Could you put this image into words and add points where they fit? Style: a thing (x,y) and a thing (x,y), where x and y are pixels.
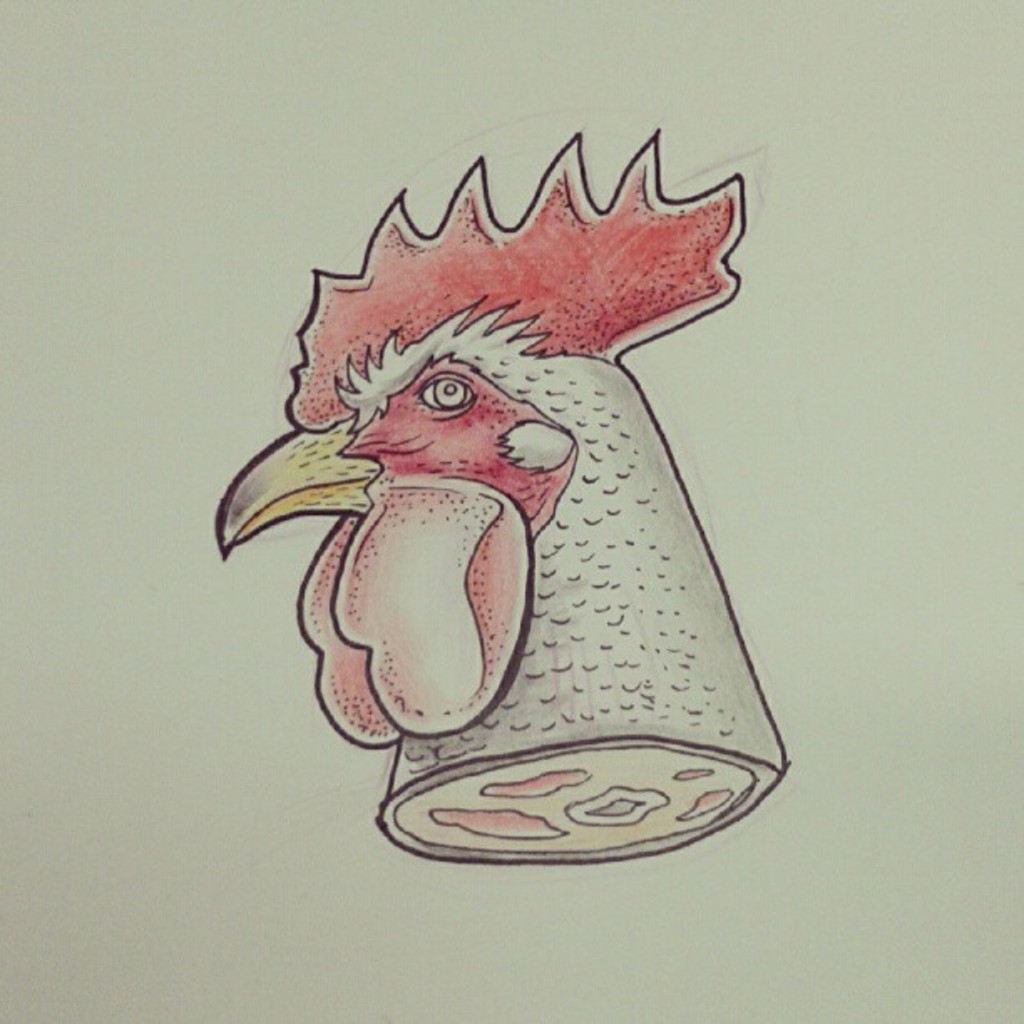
In this picture, there is a sketch (658,268) of cock head (513,560).
